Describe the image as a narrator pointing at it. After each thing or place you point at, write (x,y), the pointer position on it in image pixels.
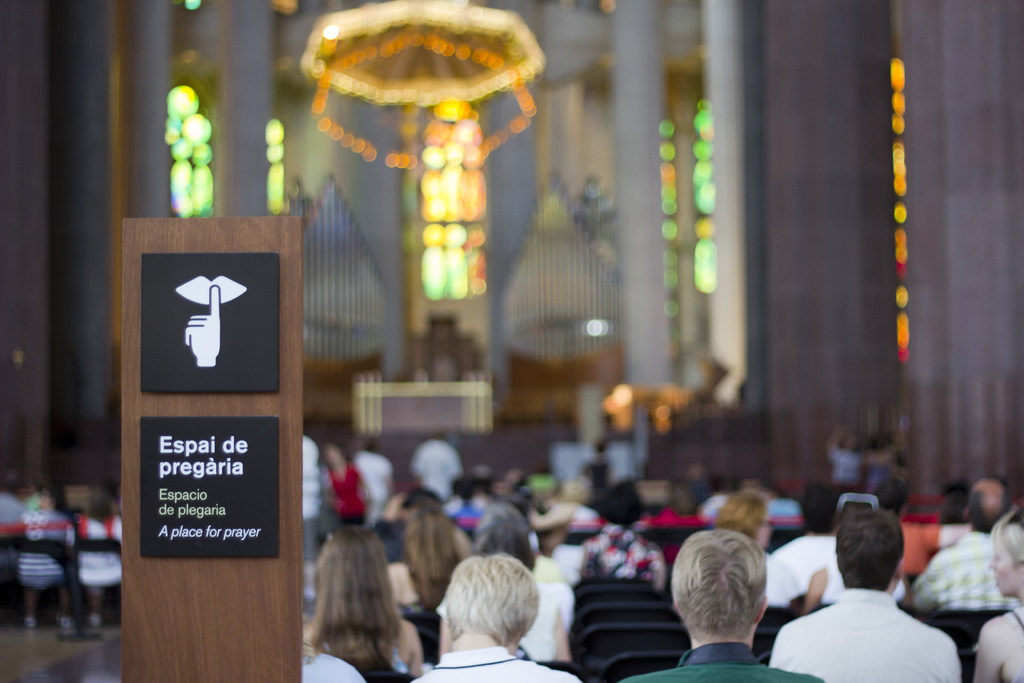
In this image there are people (550,615) sitting on the chairs (765,658). On the left (221,347) there are two black boards (217,381) attached to the wooden pillar (219,623). The background (423,58) is blurry. Some lights (441,109) are visible in this image.
